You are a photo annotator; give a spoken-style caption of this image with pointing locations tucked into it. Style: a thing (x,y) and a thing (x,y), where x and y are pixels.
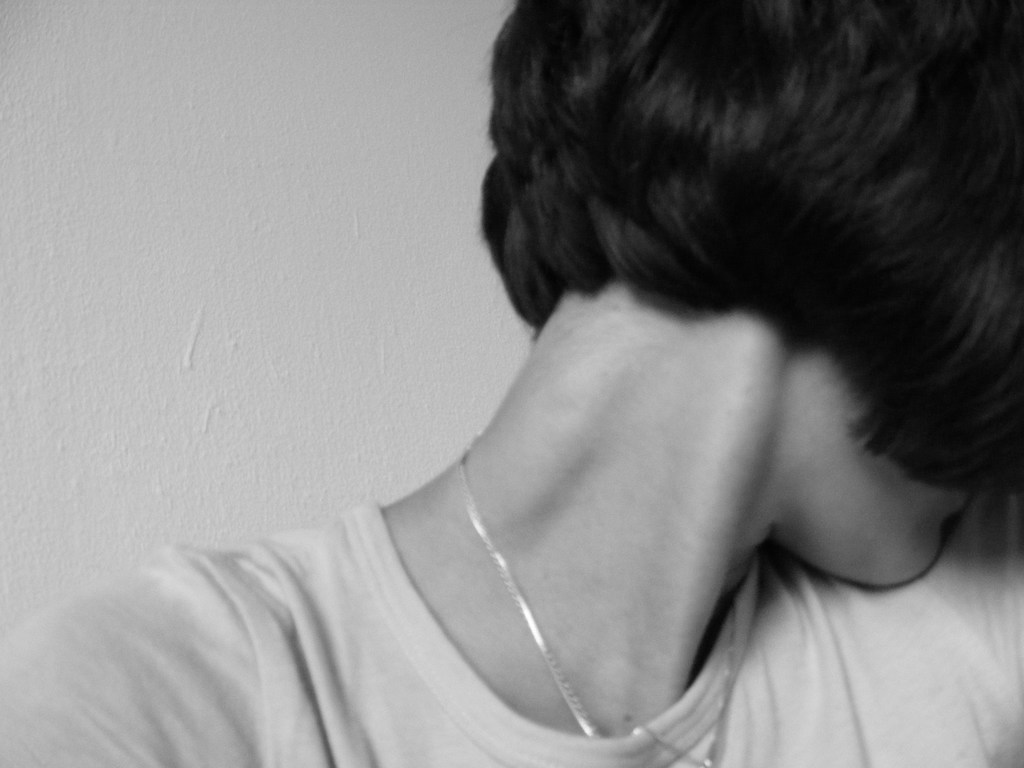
In this picture there is a woman (845,559) who is wearing t-shirt (839,727) and locket (483,537), behind her I can see the wall (226,418).
